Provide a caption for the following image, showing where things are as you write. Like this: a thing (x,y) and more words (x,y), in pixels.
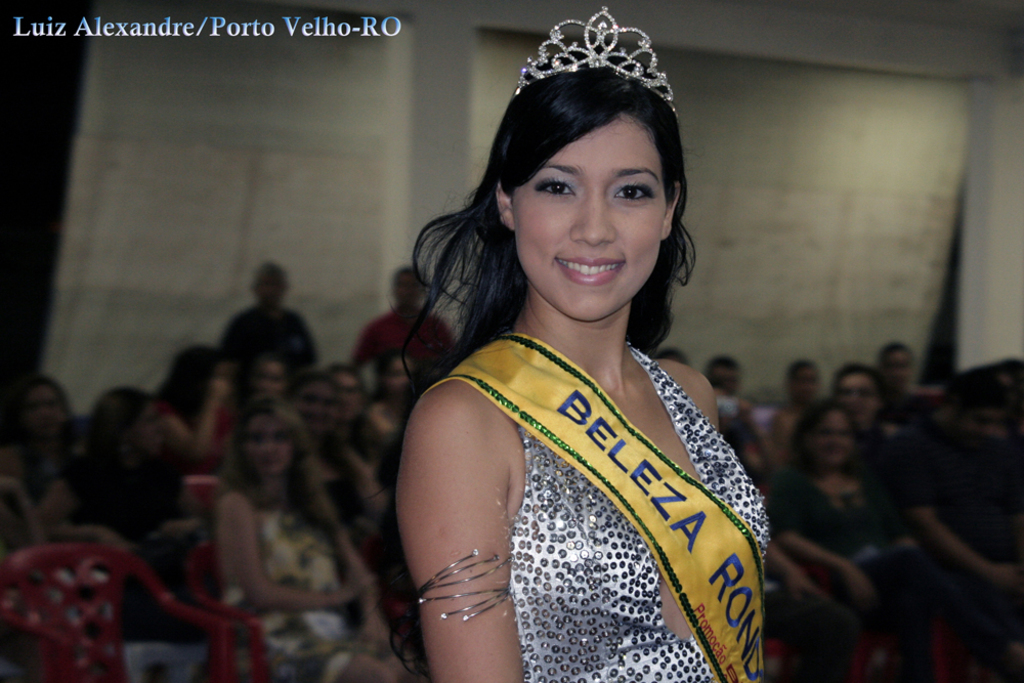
In this image we can see a woman (657,444) wearing a dress (549,587) with long hair (443,353) and a crown (624,52) on her head (581,89). In the background (908,542), we can see a group of people (925,469) sitting on chairs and curtains (367,171).
